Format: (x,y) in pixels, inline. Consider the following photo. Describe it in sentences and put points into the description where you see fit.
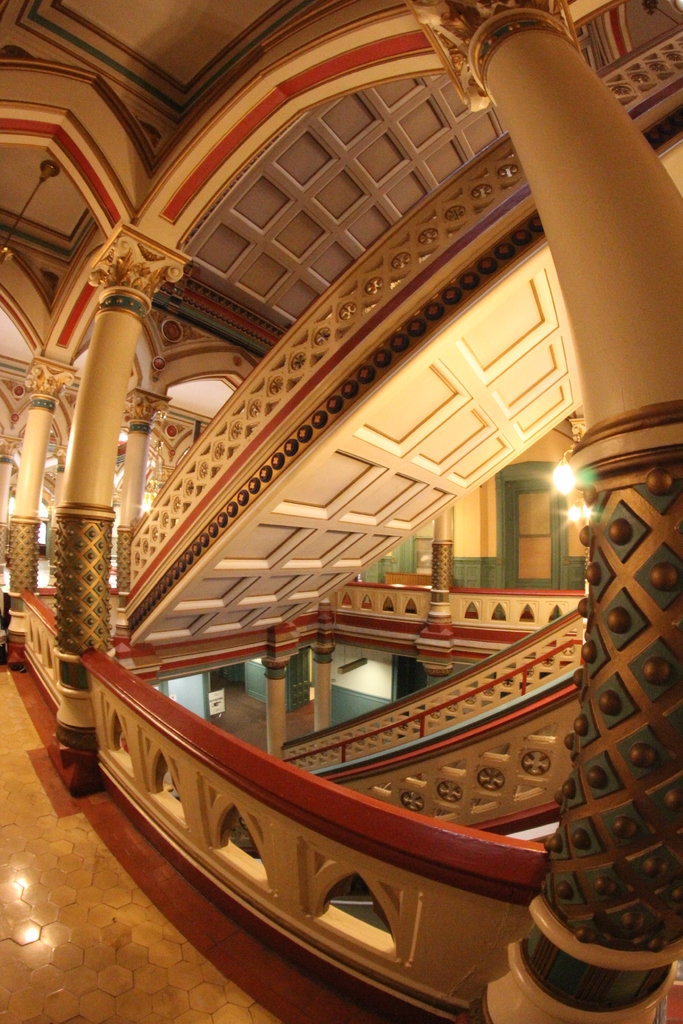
This picture describes about inside view of a building (322,466), in this we can find few lights (571,508).
